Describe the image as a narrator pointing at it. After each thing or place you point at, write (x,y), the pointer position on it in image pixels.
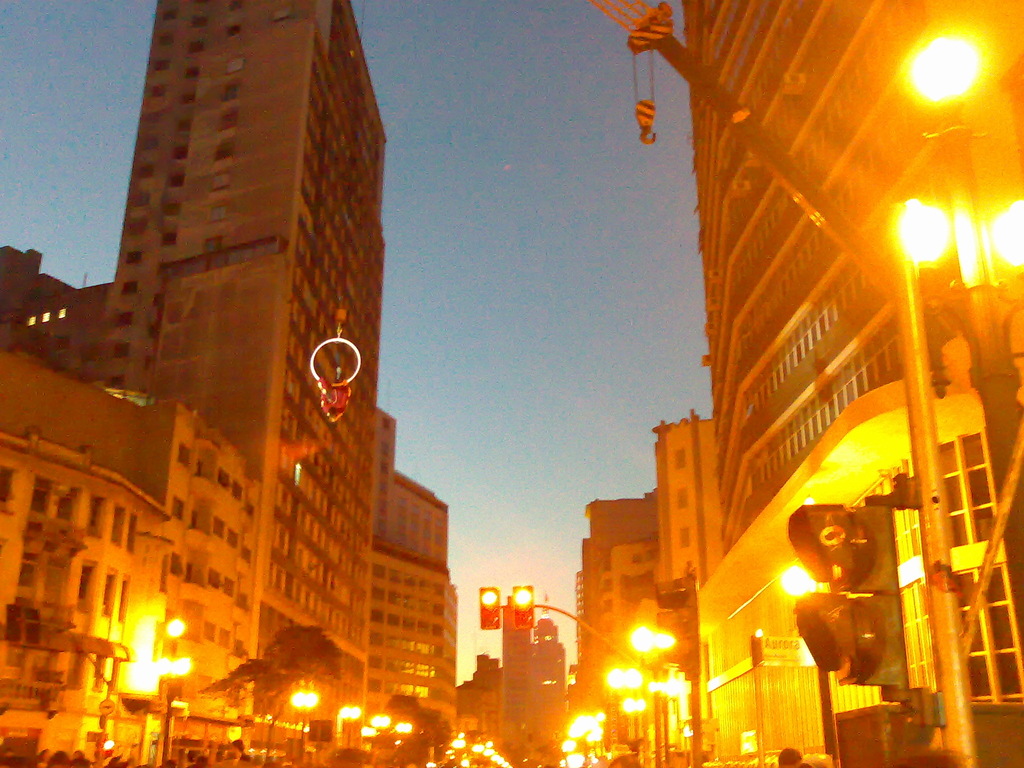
In this image I can see few persons (230,756) standing, few lights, few poles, few traffic signals (854,601), a crane (681,60) and few buildings (637,621) on both sides of the road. In the background (463,353) I can see the sky (508,263).
